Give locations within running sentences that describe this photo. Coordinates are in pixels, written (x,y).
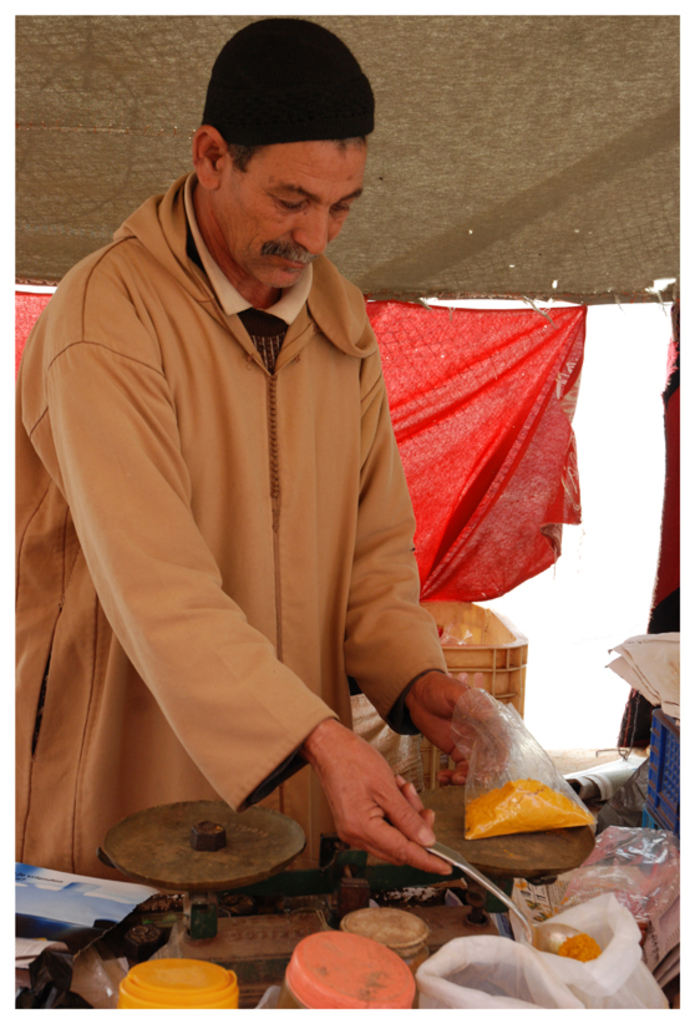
In this image I can see a man (226,348) who is wearing light brown color hoodie (114,475) and I see that he is holding a silver color spoon (554,942) on which there is orange color food (581,945) and I see a cover (494,770) over here and I see few jars (295,969) and I see few papers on this blue color thing (674,805). In the background (512,488) I see the red color cloth (489,420).
